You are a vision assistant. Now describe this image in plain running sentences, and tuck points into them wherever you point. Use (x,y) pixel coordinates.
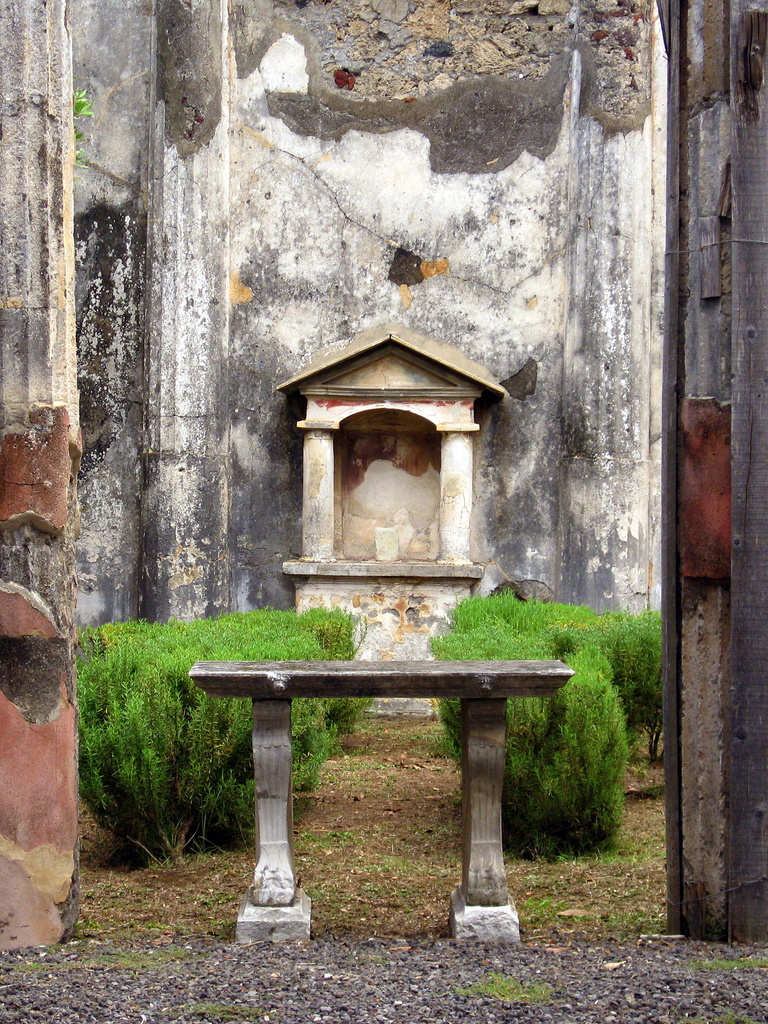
In this image we can see a building (402,312). At the bottom (219,747) there are bushes (293,750) and a bench (274,737).
